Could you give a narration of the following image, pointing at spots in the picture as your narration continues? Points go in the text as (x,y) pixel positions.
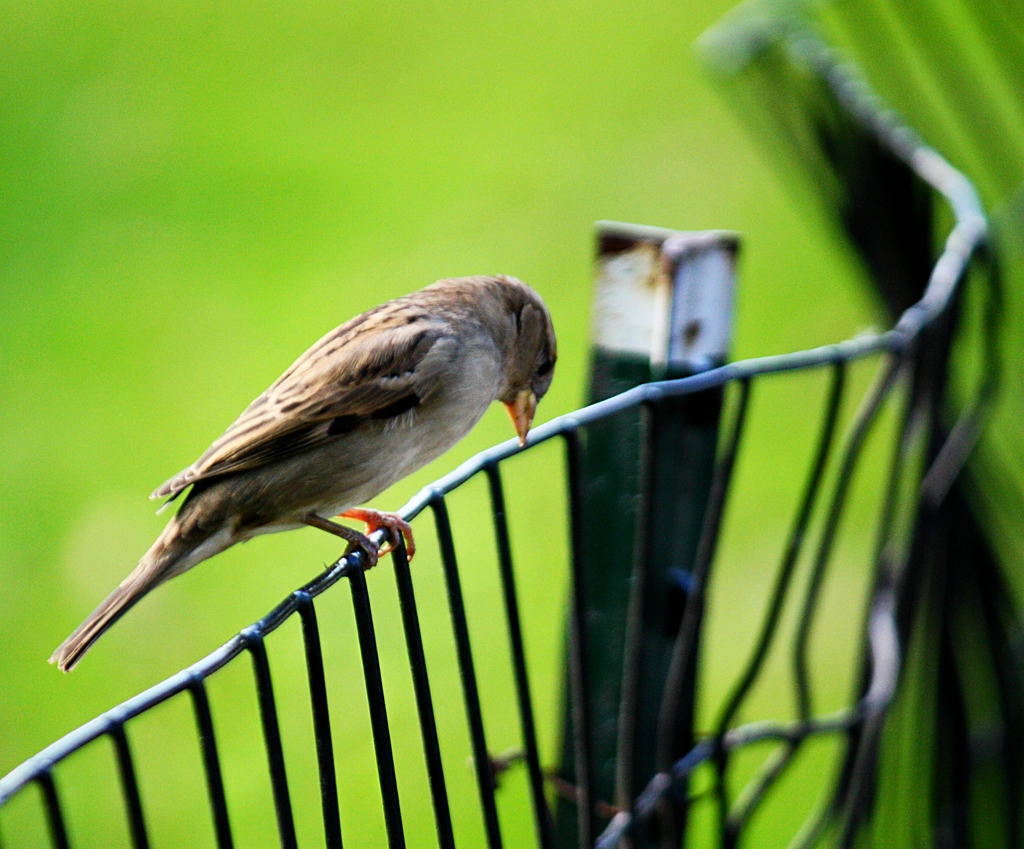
In this image I can see a bird (392,410) on a fencing (139,704) and there is a metal rod (632,442). The background (27,137) is blurred.
